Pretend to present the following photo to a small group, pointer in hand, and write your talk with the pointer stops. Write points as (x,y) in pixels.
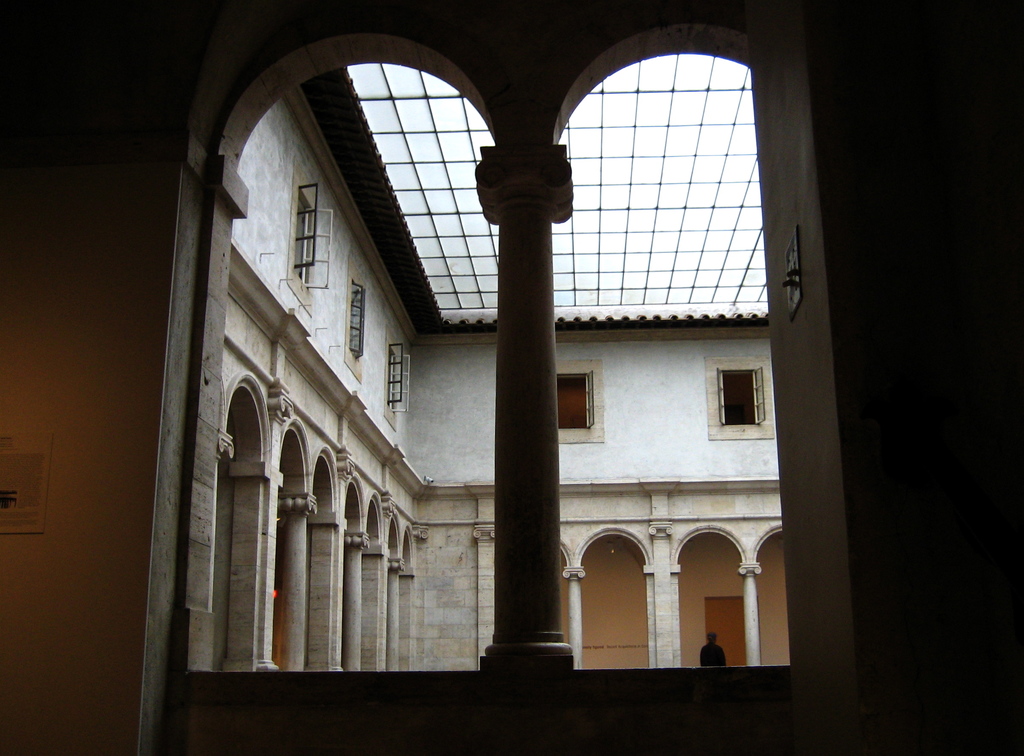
This is the inside picture of the building (362,428). In this image there are pillars (552,556). There are windows (745,425). There is a wall (607,598). In the background of the image (733,652) there is a person (715,664) standing in front of the door (719,611). On the left side of the image (27,436) there is a poster (13,441) attached to the wall (53,323).
